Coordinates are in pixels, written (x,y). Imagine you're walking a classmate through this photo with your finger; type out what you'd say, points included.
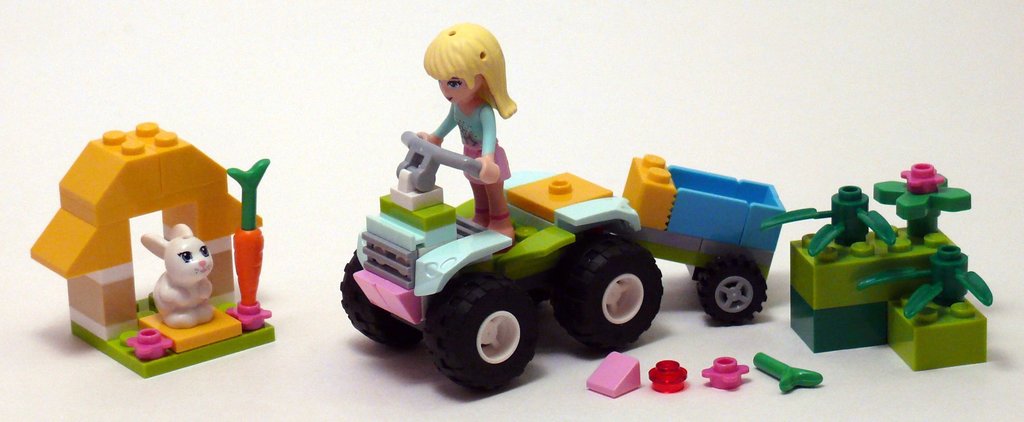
In the image I can see some toys (69,303) which are in the shape of a rabbit (198,248), carrot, doll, vehicle (707,246) and some other things (818,246).
